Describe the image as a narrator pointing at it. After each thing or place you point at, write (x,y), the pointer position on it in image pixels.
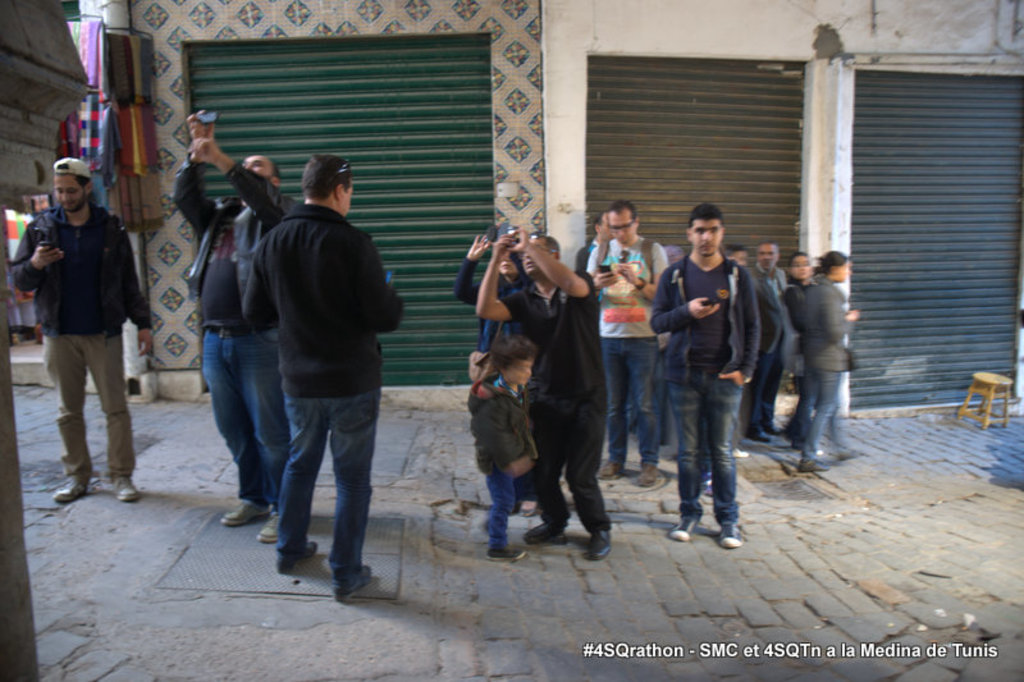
In this image I can see few people (550,279) standing and few people (627,347) holding something. Back I can few shutters (941,186), few objects (148,51), stool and the wall (503,137).
